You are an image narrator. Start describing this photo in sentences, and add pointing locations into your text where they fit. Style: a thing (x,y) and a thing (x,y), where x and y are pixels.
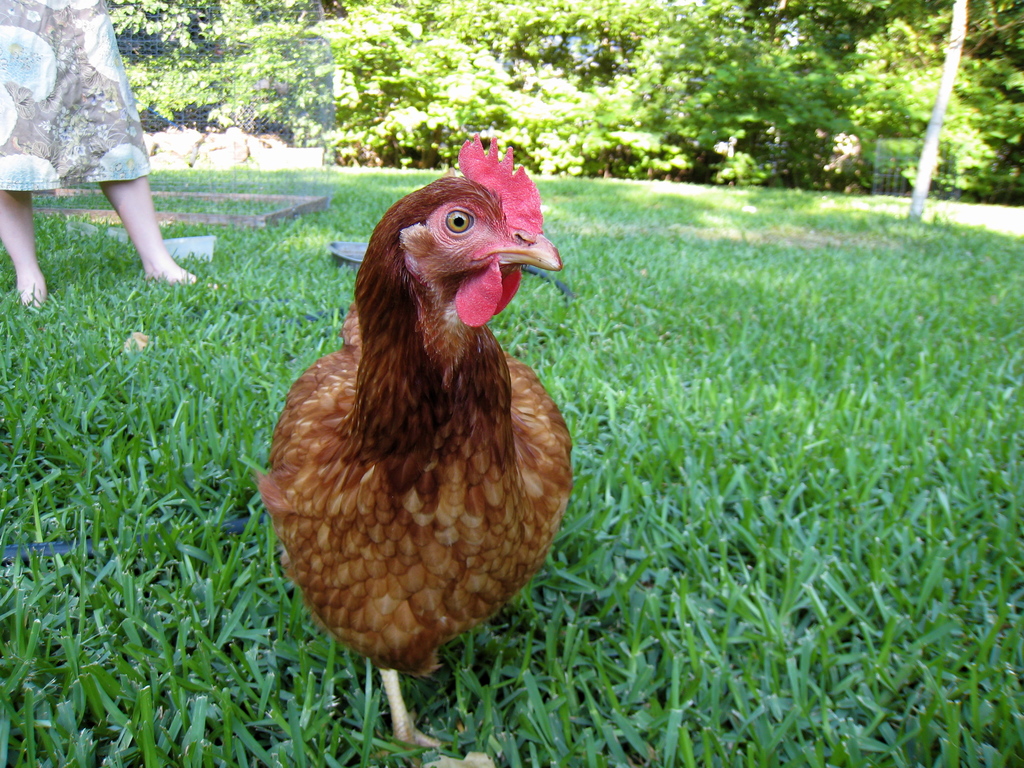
In this picture I can see a hen (538,467) in front and I can see the grass (24,369). In the background (16,249) I can see a woman (106,165) and I can see number of plants (522,96).
